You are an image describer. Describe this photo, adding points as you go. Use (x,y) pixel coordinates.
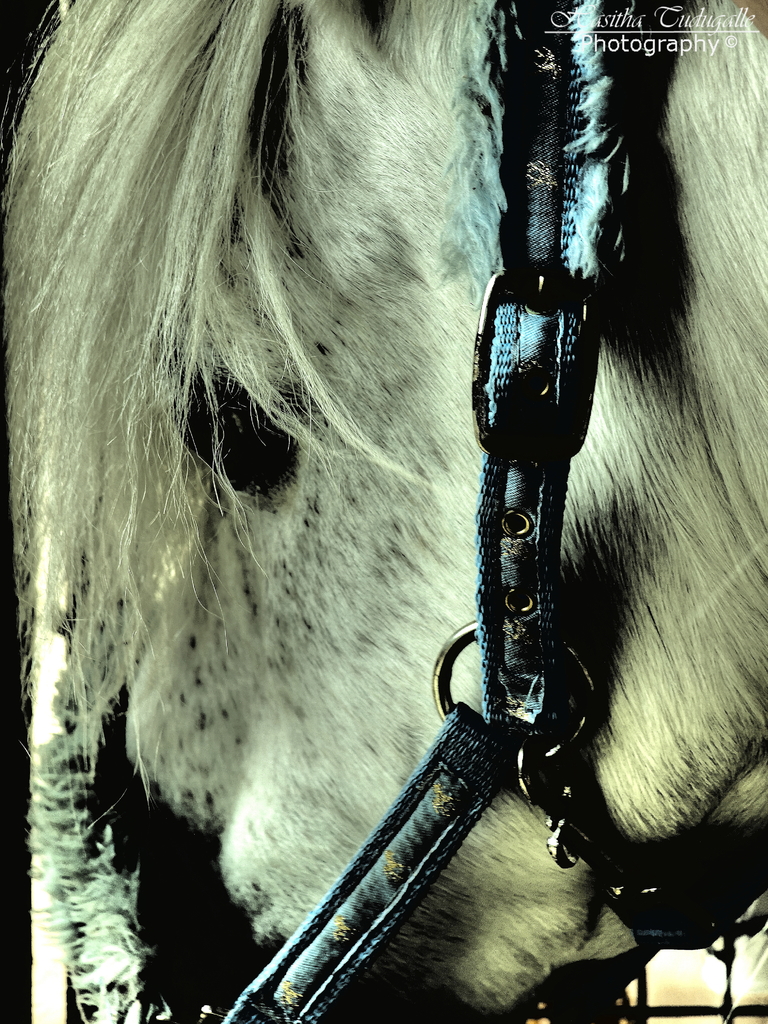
In this image there is a horse (440,492) tied with belts (478,625).
